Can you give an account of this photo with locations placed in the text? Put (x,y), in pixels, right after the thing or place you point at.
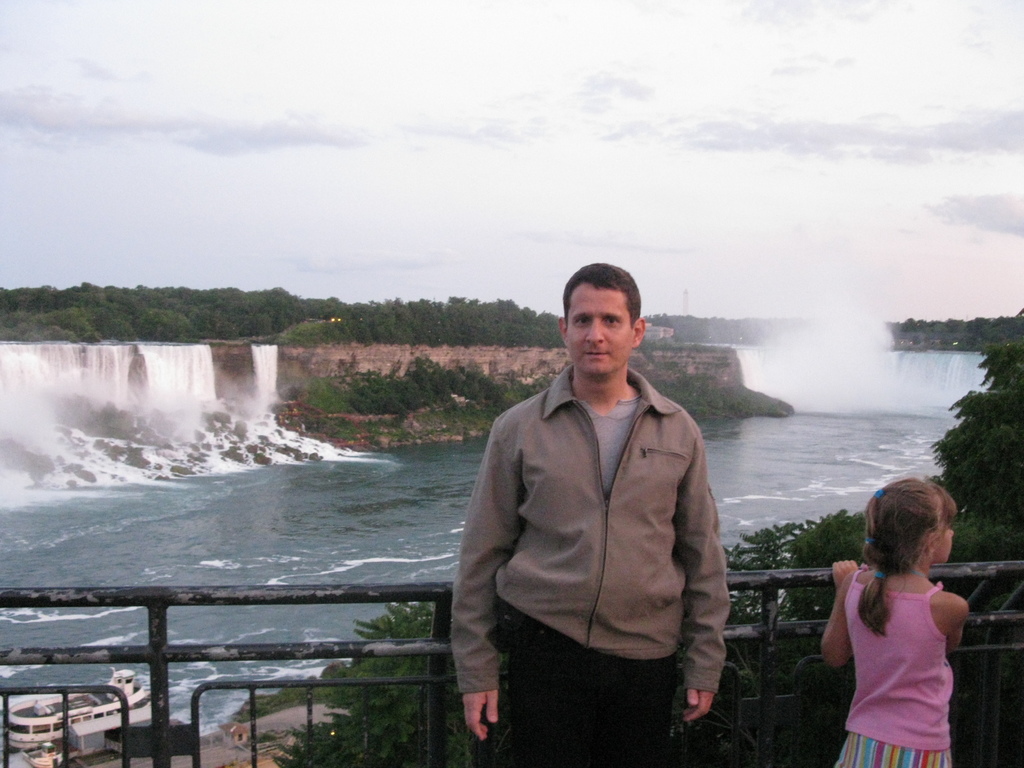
In the background (826,125) we can see the sky (627,116), trees (504,393), waterfalls (34,383) and the water (404,510). We can see the ship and few objects (241,739). In this picture we can see a man (562,724) wearing a jacket (463,616). We can see a girl (915,651).
